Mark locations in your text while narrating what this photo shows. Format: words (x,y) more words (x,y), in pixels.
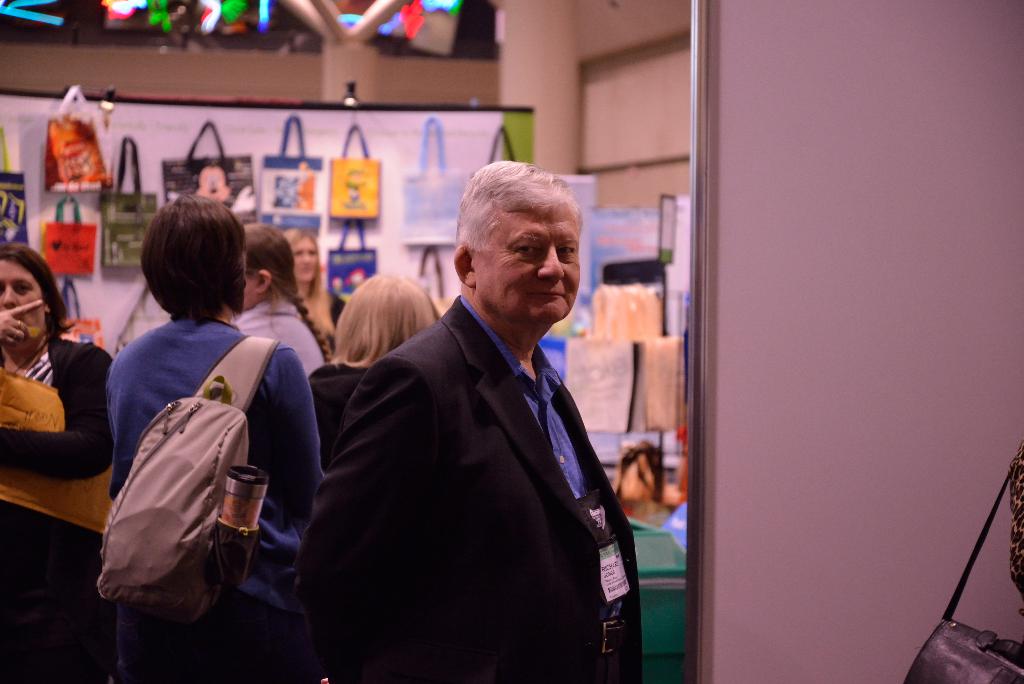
In this picture we can see a store (642,283). We can see bags (357,149), lights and few objects (579,178). In the middle of the picture (507,455) we can see a man (503,501) standing and smiling. We can see the partial part of a bag (951,644).
